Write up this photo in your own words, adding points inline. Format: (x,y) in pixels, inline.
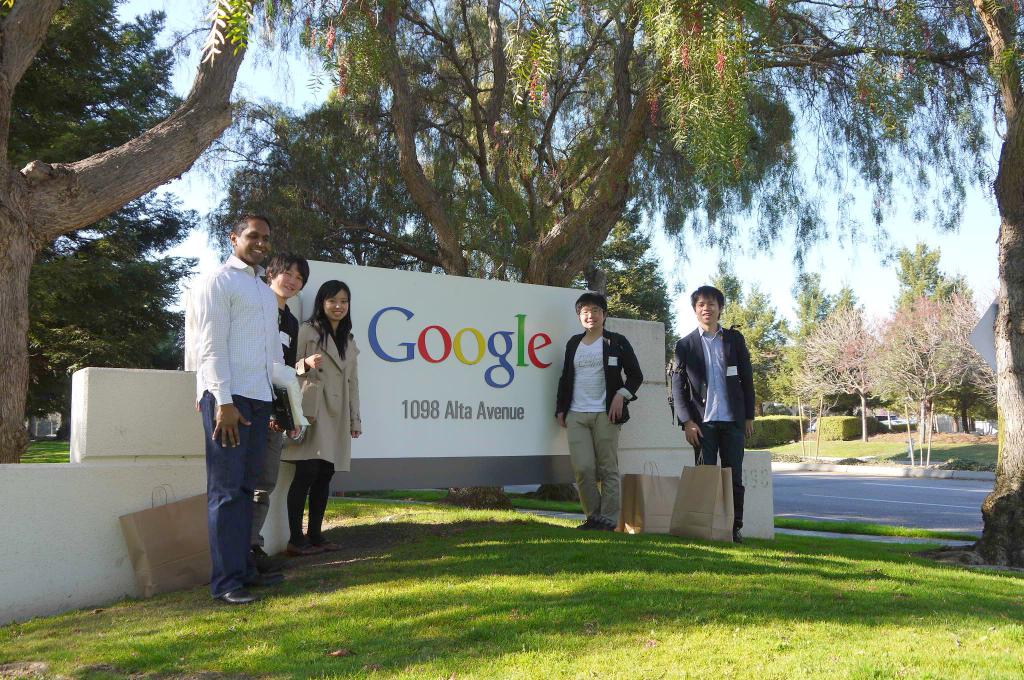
This picture describes about group of people (617,405), they are standing on the grass (436,508), beside to them we can find few bags (629,494), in the background (209,114) we can see few trees (514,183) and shrubs (795,433).
